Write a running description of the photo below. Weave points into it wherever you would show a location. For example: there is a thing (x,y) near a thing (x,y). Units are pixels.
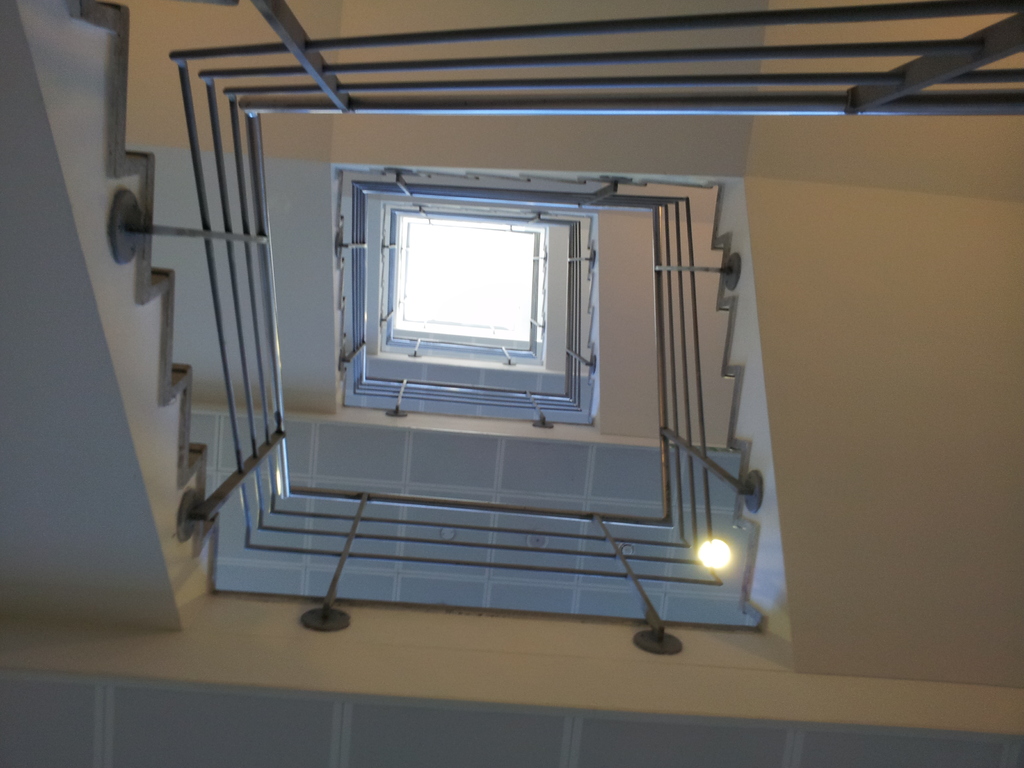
This picture is an inside view of a building (225,247). In this picture we can see the stairs (42,296), railing (277,343), roof (515,469) and light (713,560).
